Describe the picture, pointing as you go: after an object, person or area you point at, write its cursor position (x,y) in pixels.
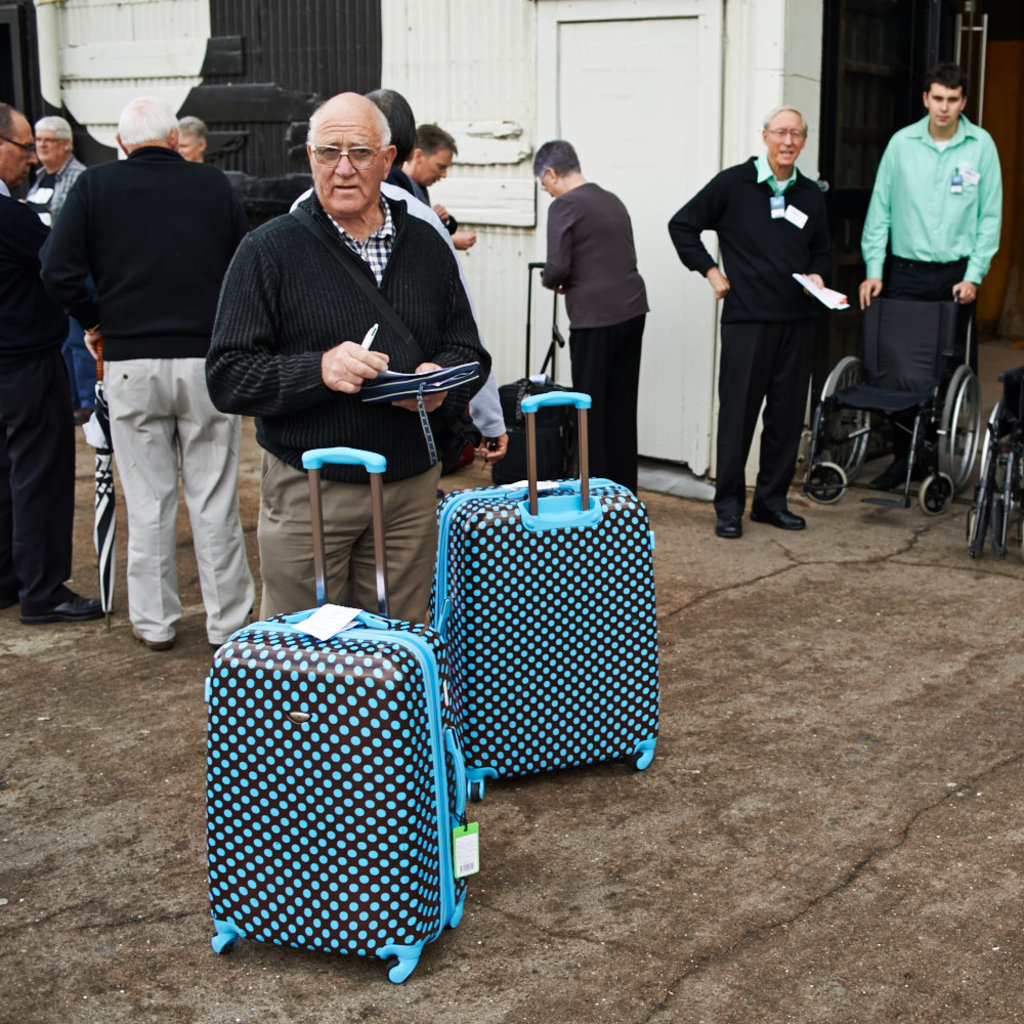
Here many men (334,272) are standing. In the front (340,291) there is a man (371,312) with the black jacket (359,309). In front of them there are two blue color luggage bags (516,721). In the background (508,204) there is a door (635,121) and a building (306,34). To the right side (913,338) there is a wheelchair (869,394). The man (909,212) with green shirt (917,212) is holding wheelchair (935,344).
